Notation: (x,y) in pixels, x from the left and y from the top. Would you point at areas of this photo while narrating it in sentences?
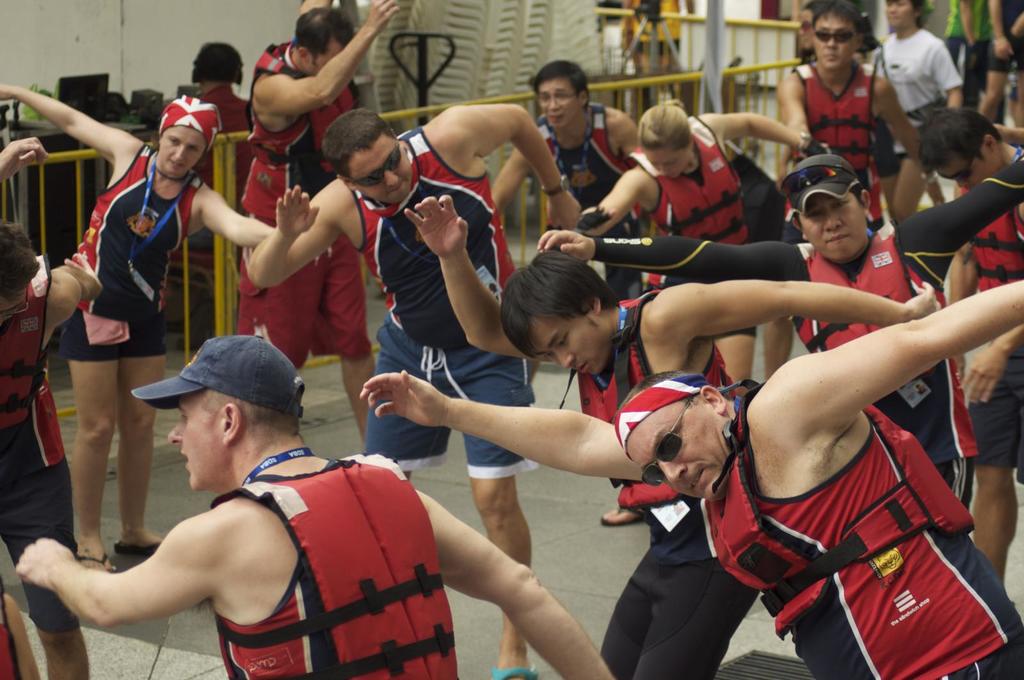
There are persons (720,598) in red and black color combination jackets (347,464), doing a performance on the road (488,670). In the background (715,90), there is a yellow color fence (671,76), there are other persons (950,27), there is a pole (715,103) and there is a wall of a building (39,15).
